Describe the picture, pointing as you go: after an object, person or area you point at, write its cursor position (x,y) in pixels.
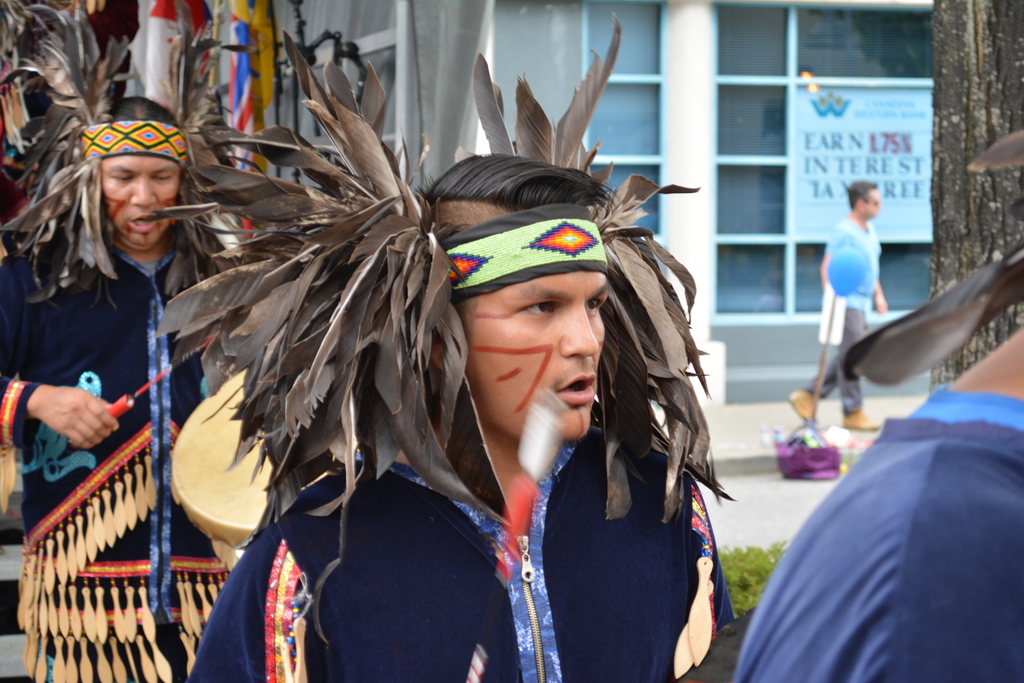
In the background (571,61) we can see a building (707,56). This is a board (863,139). At the right side of the picture (981,112) we can see a branch (959,176), a person (847,314) walking, and a bag (809,462). Here we can see three men (38,377) and these are quills (347,331).
